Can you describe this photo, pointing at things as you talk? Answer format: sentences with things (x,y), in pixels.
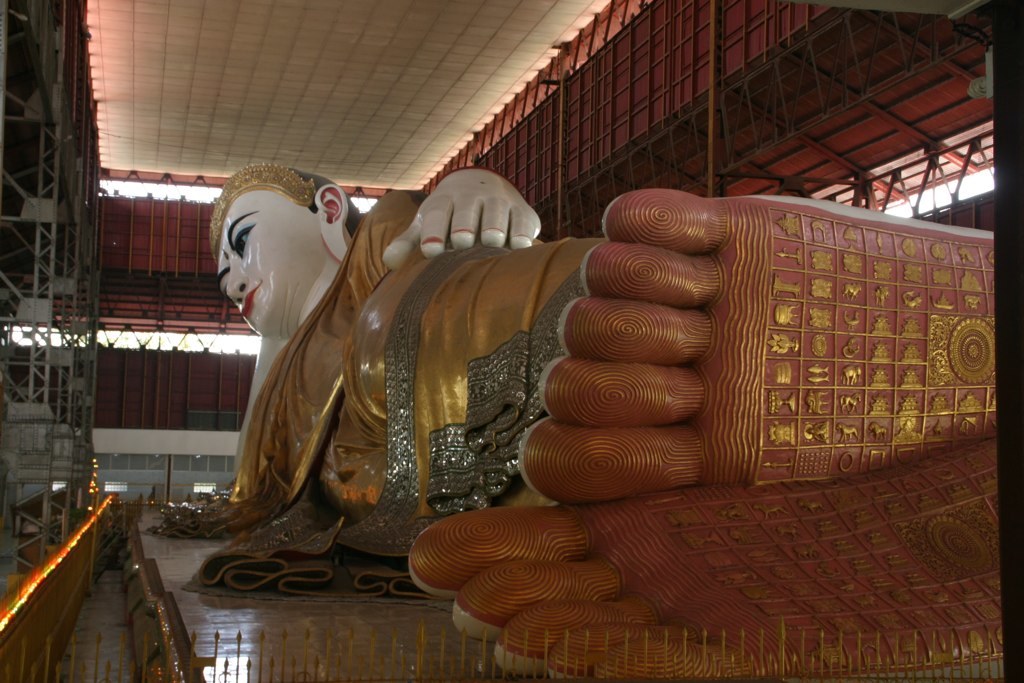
It is a statue (441,511) of a man (357,241), this statue (441,320) has a gold color in it.
